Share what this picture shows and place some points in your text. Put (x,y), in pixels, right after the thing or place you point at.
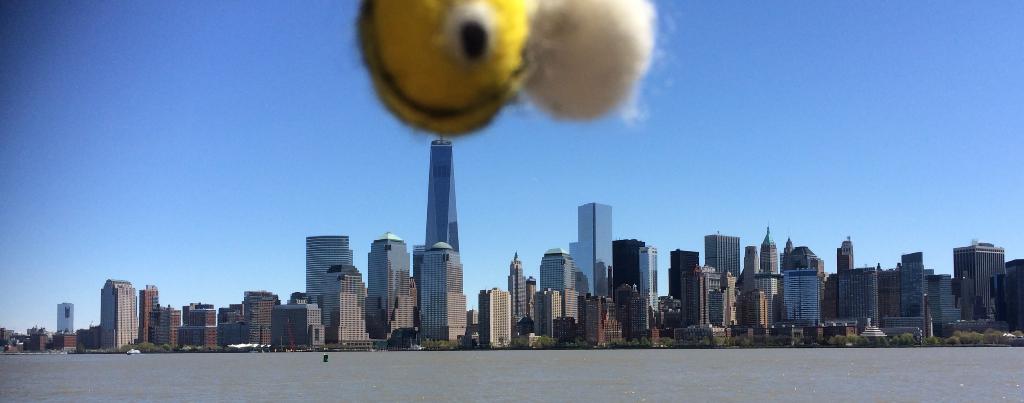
In this picture we can see water (289,391), buildings (526,314), trees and in the background (229,185) we can see the sky (626,129).
